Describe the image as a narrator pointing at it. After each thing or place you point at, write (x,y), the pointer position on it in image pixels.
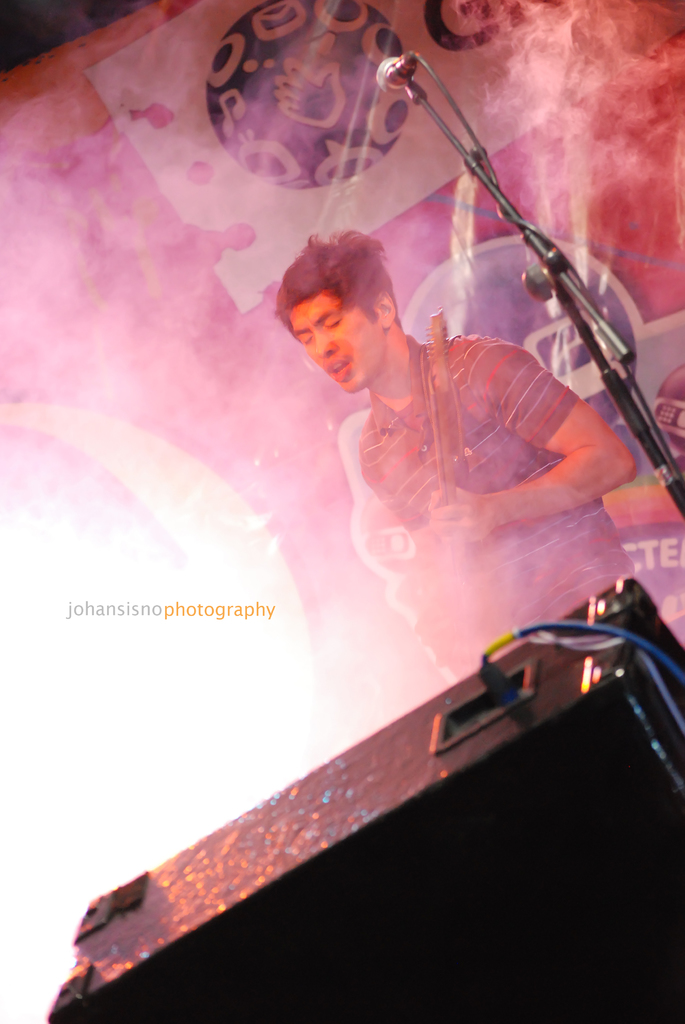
In this image I can see a person (468,453) standing and holding something. I can see a mic (401,67), stand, speaker (418,997), wire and colorful banner (157,277) at the back (136,257).
